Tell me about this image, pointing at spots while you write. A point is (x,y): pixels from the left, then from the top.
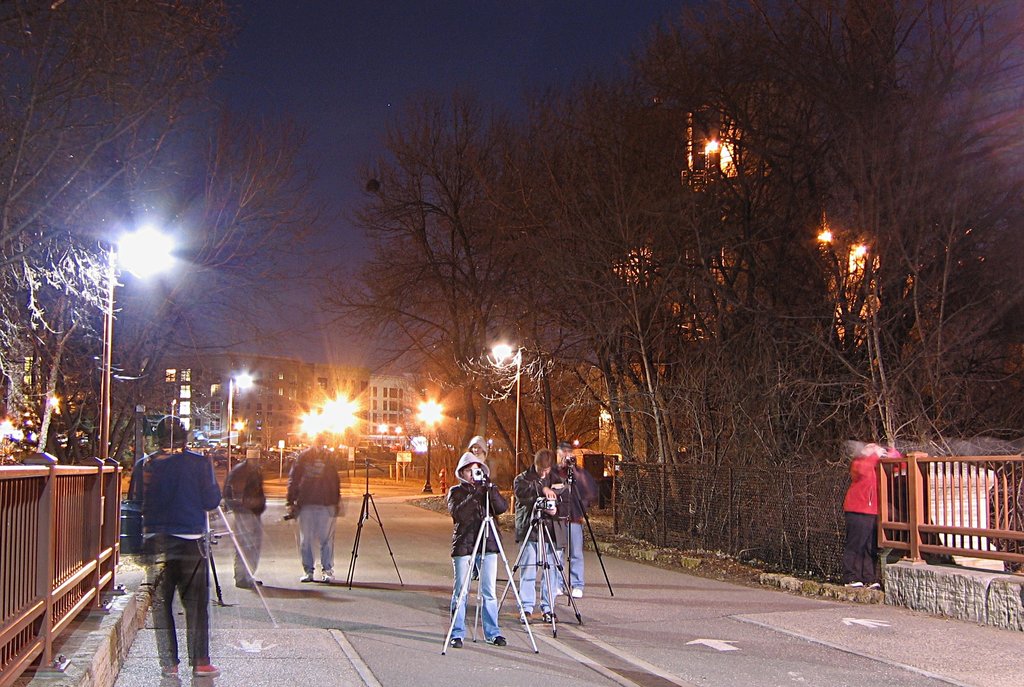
In this image we can see people (577,475) and some of them are holding cameras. There are stands (510,568). We can see railings (98,517). In the background (90,420) there are trees (761,189), poles (517,363), lights (502,361), buildings (291,408) and sky (410,85).
